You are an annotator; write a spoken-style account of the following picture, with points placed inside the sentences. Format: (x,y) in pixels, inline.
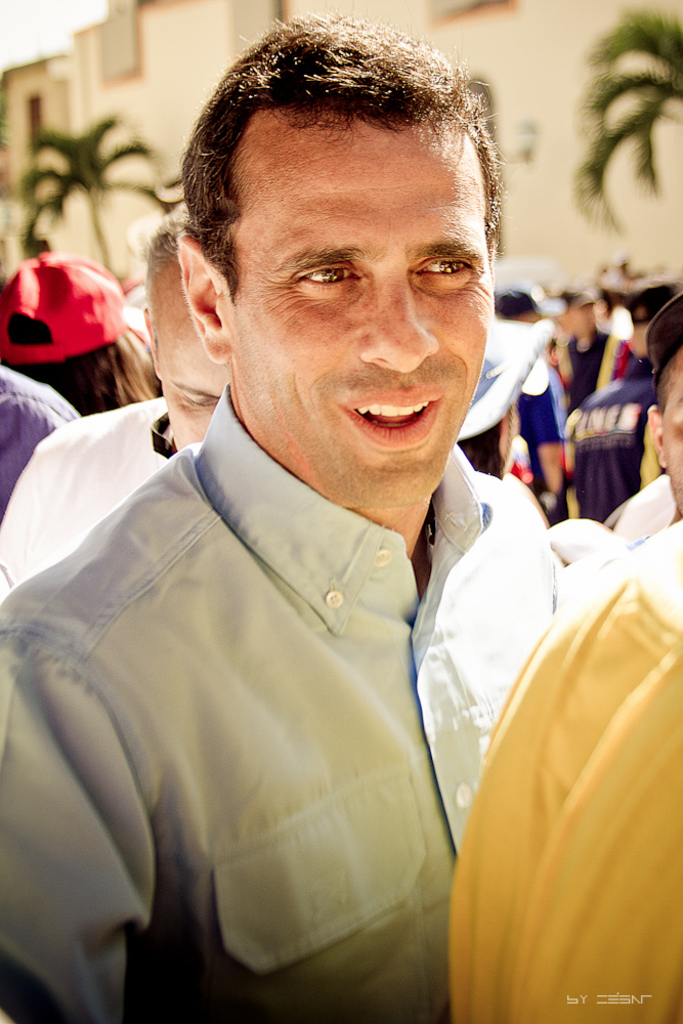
In this picture I can see a person (332,360) with a smile (362,402) wearing shirt (293,639). I can see people (533,347) in the background (576,303). I can see trees (79,171). I can see the buildings (143,176) in the background (172,121).
